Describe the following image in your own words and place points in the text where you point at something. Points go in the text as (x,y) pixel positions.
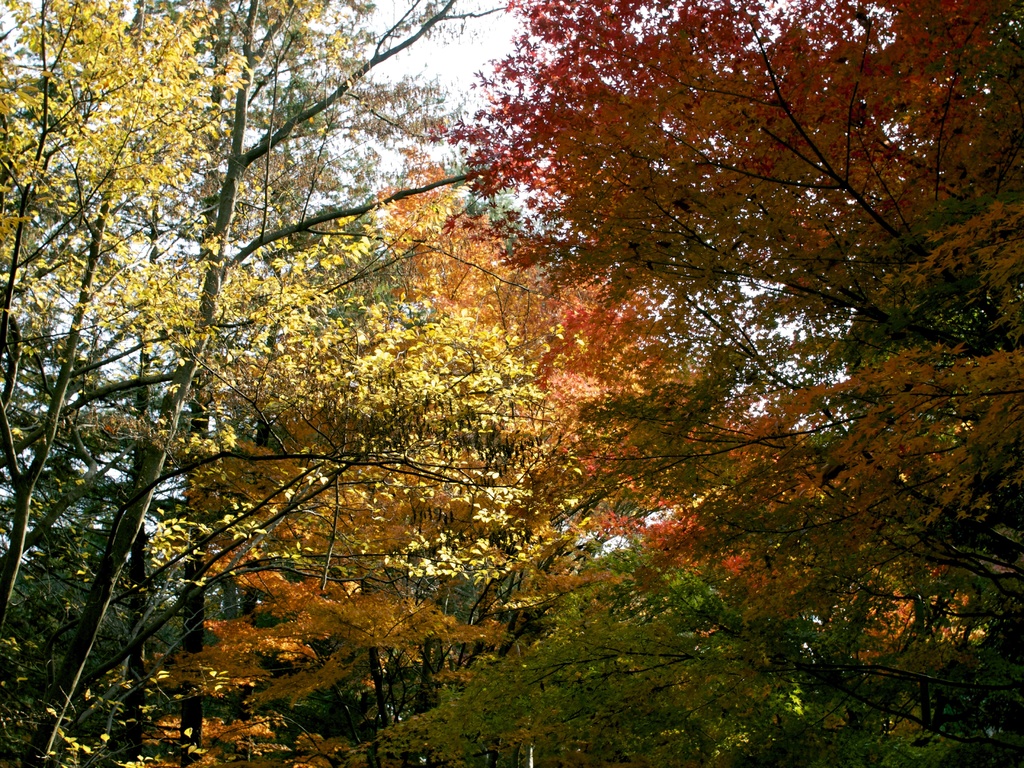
In this image we can see many trees (558,449). In the background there is sky (74,242).
